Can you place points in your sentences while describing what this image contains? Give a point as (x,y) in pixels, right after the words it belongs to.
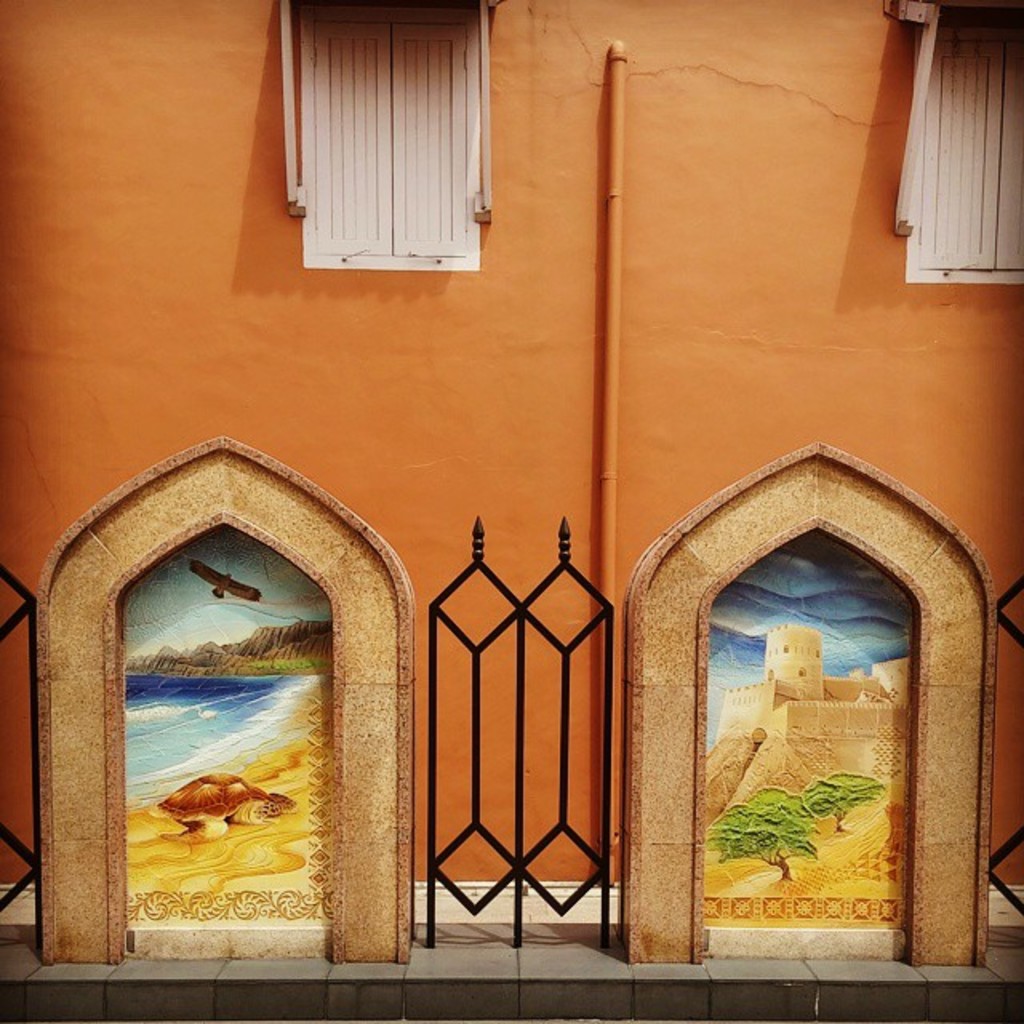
In this image in front (517,627) there is a railing (538,623). There are windows (326,250). There is a pipe (614,168). There is a painting (735,672) on the wall (332,357).
